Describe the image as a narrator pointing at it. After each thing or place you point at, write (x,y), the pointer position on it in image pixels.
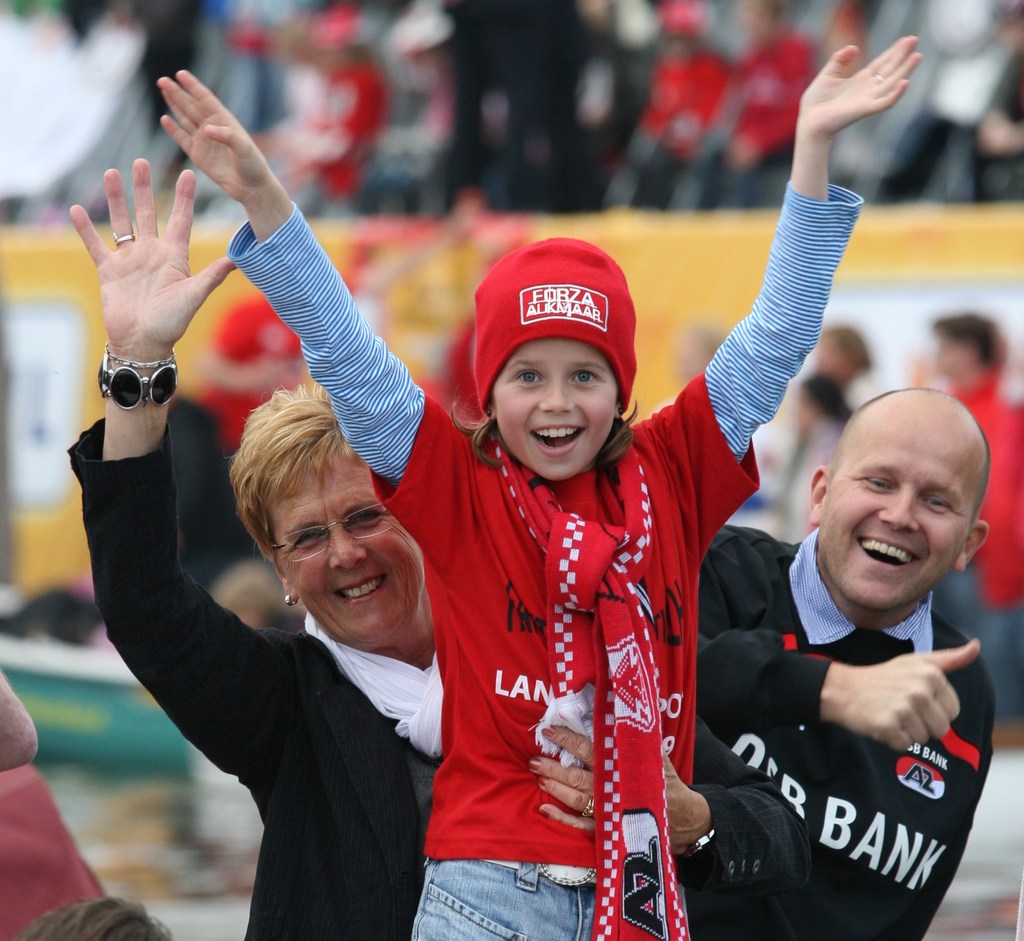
In this picture we can see three people (317,796) smiling and at the back of them we can see a group of people (497,127), some objects (901,290) and it is blurry.
